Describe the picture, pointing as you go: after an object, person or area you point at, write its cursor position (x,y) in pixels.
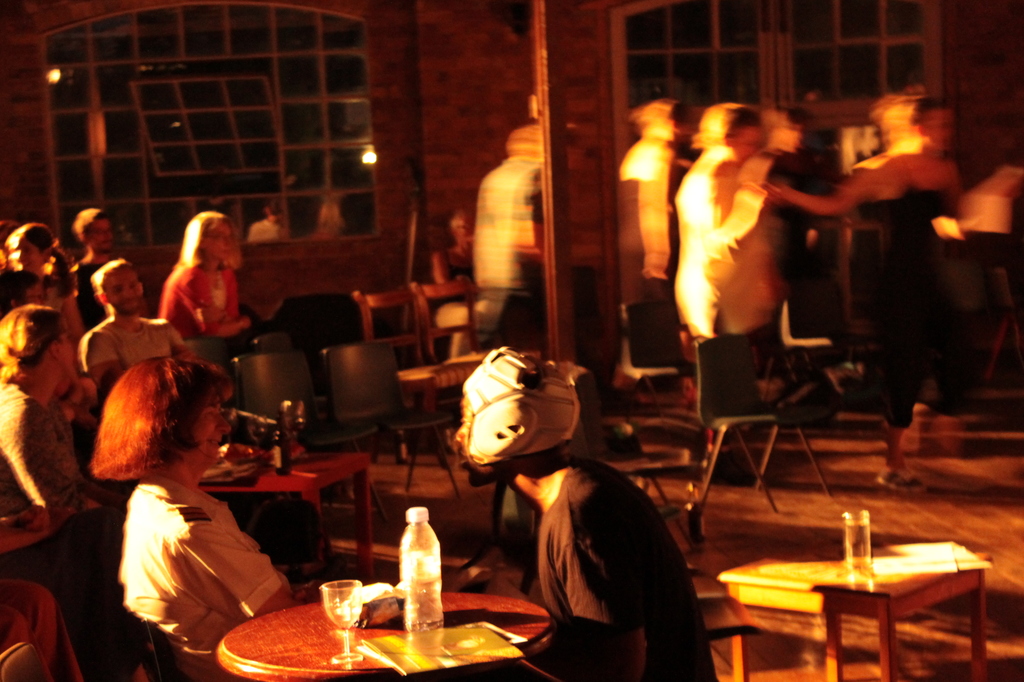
In the image we can see there are people (496,469) sitting on chair (148,638) and there are wine glass (347,628) and water bottle (424,605) on the table (354,629).
